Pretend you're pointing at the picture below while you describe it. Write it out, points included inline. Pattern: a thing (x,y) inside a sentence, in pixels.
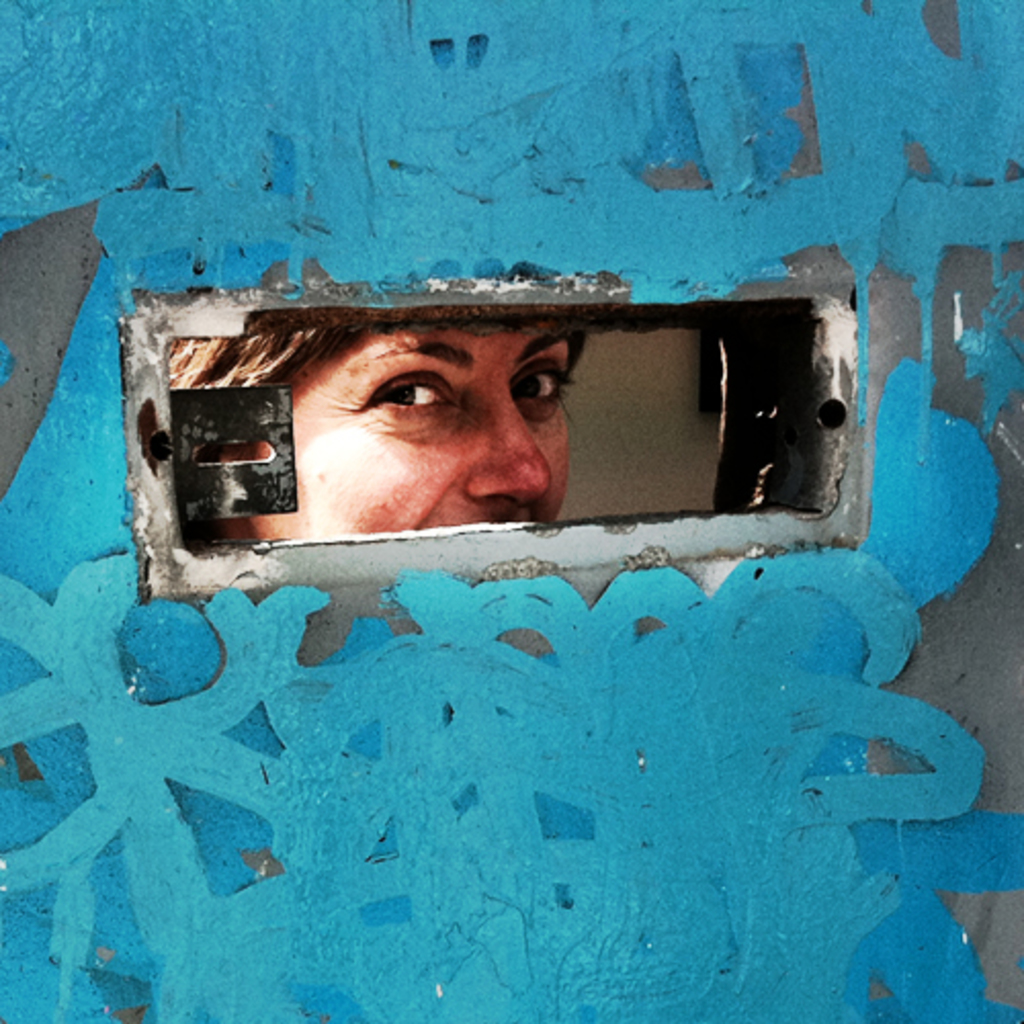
In this image, we can see a person (480,388) through the hole (624,458) and in the background (600,504), there is a wall (331,889) and we can see some painting (474,853).
